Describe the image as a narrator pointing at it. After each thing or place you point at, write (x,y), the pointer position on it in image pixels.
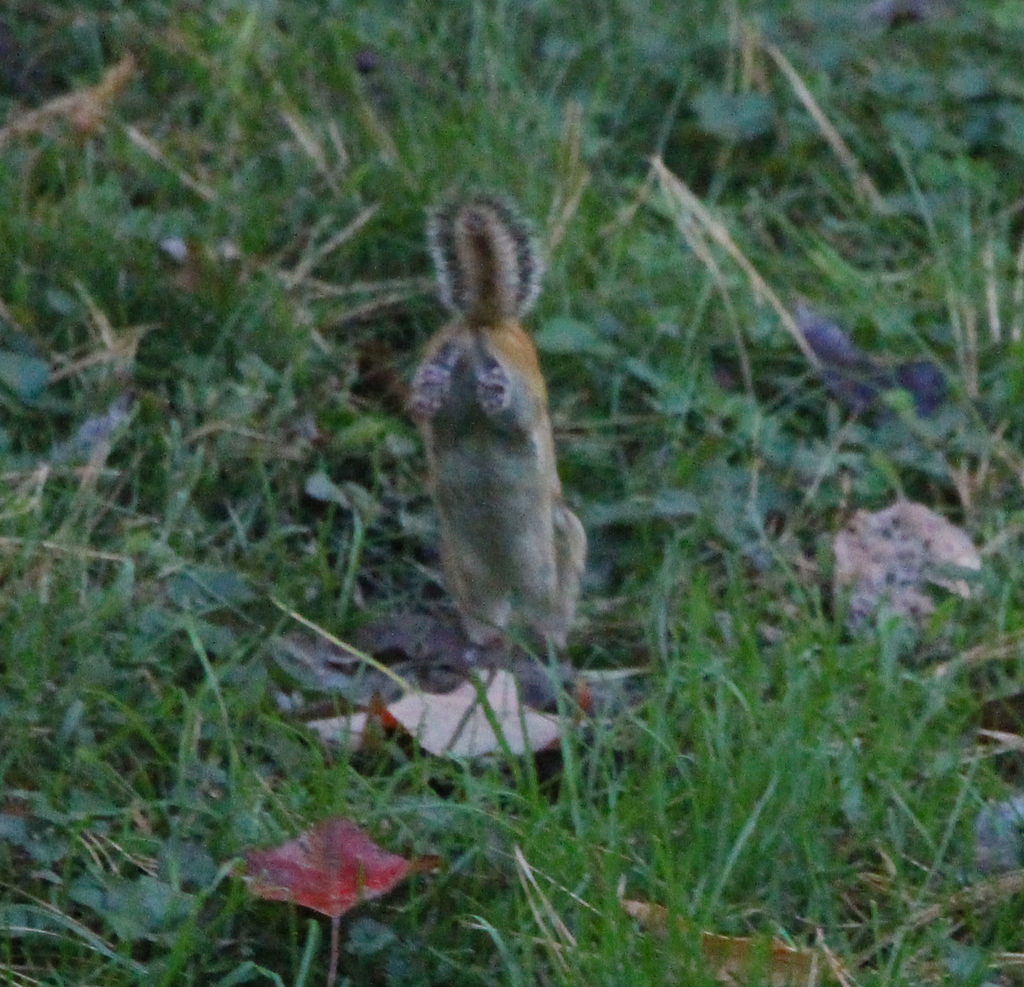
In this picture we can see a squirrel (530,388) in the grass (387,787). There are some leaves (726,957) in the grass (63,926).
